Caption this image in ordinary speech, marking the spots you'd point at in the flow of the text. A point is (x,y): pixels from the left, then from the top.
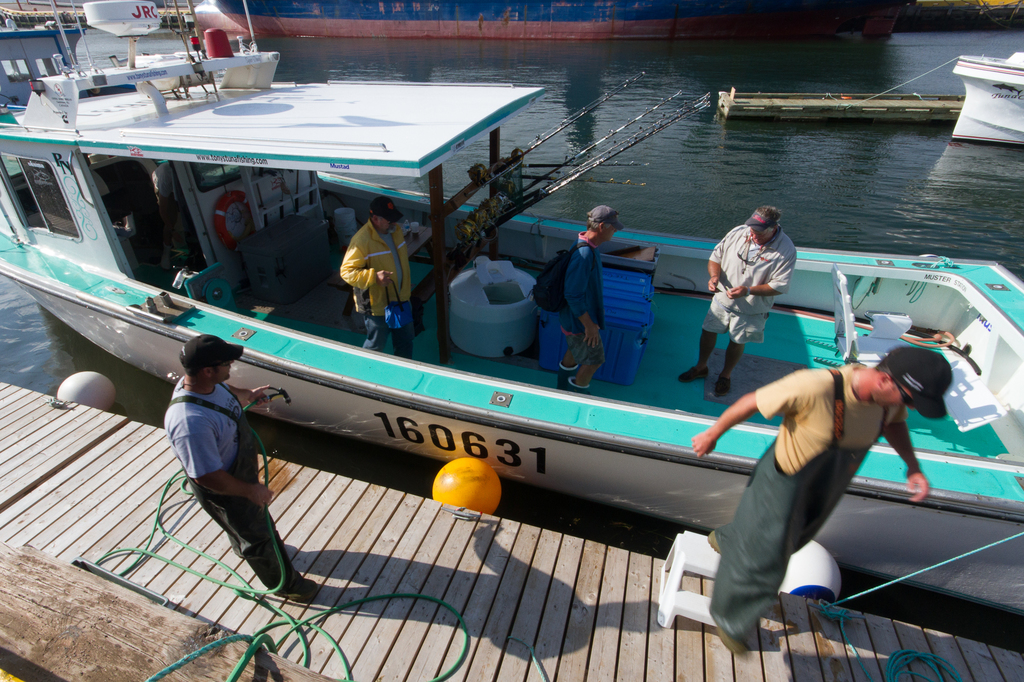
In this picture I can see the wooden platform (29,428), on which I can see 2 men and I see that, the man (252,494) on the left (271,610) is holding a green color thing (234,585). In the background (407,25) I can see the water (817,124), on which there are few boats (100,21) and on the front boat (572,226), I can see 3 men (374,253) standing.
